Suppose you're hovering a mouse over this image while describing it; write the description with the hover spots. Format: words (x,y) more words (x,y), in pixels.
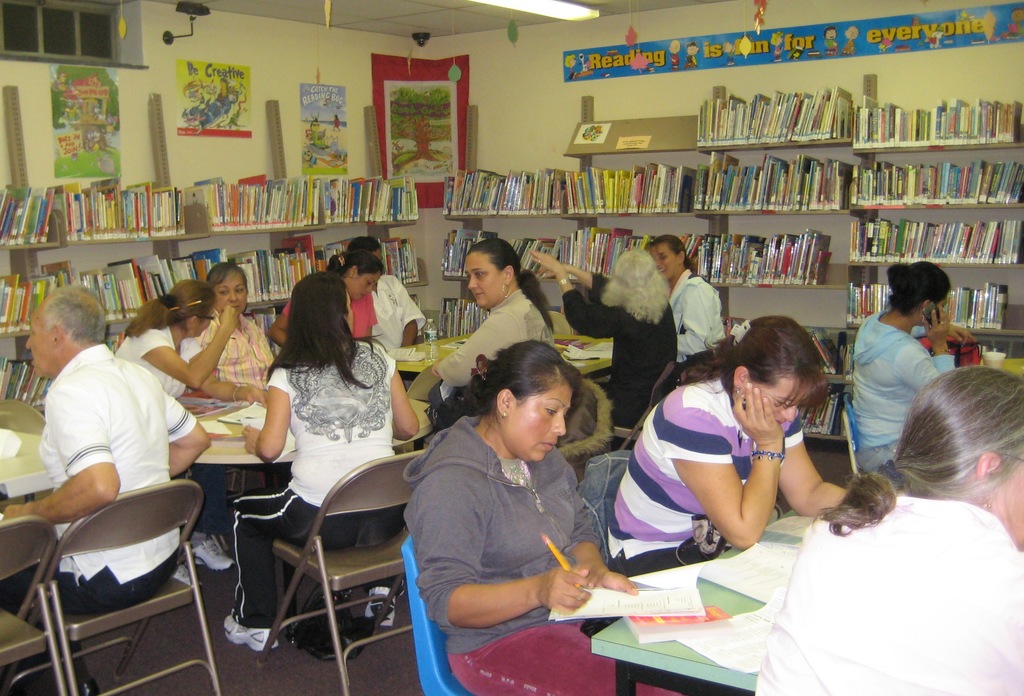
On the background (414,128) we can see wall (494,113) and poster (408,117) on it. This is a light (562,12) and decorative things (513,43) over a ceiling (347,10). Here we can racks (123,251) where books (376,193) are arranged in sequence manner. we can see all the persons (69,336) sitting on chairs (339,496) in front of a table (611,646) and few (870,432) are writing, reading and talking. On the table (659,654) we can see books (677,617), bottle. This is a floor (279,675).
